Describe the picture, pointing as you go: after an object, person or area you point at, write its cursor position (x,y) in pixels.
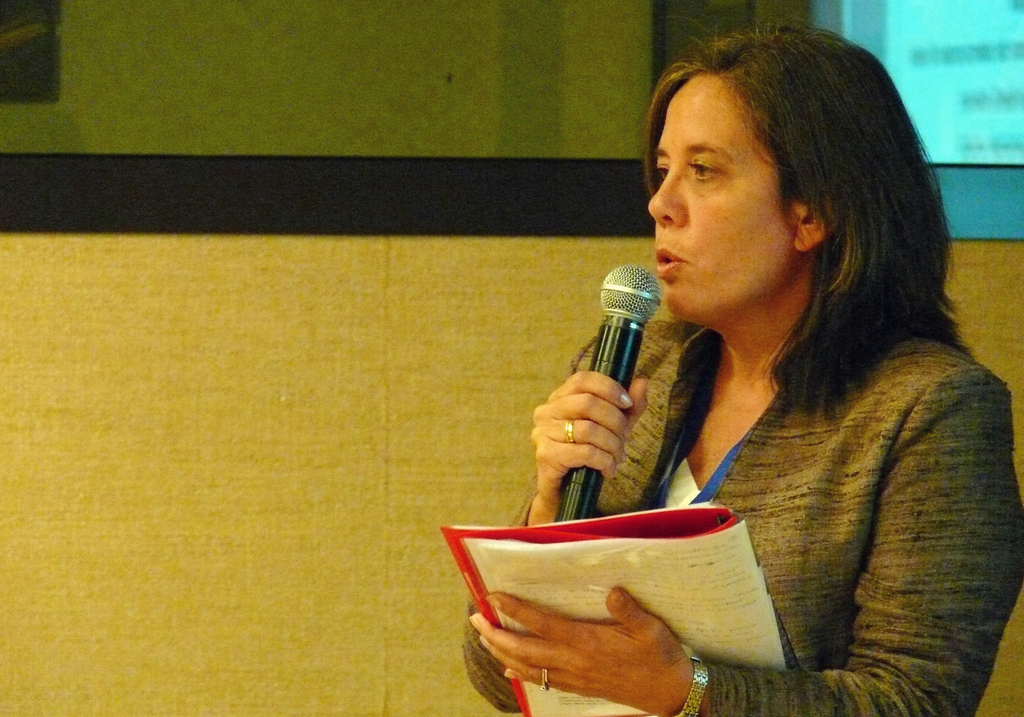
In this image there is a woman (637,474) holding a mic (613,372) in her right hand (611,385) and holding a book (701,540) in her left hand (619,603) is delivering a speech, behind the women (825,206) there is a screen (932,35).
